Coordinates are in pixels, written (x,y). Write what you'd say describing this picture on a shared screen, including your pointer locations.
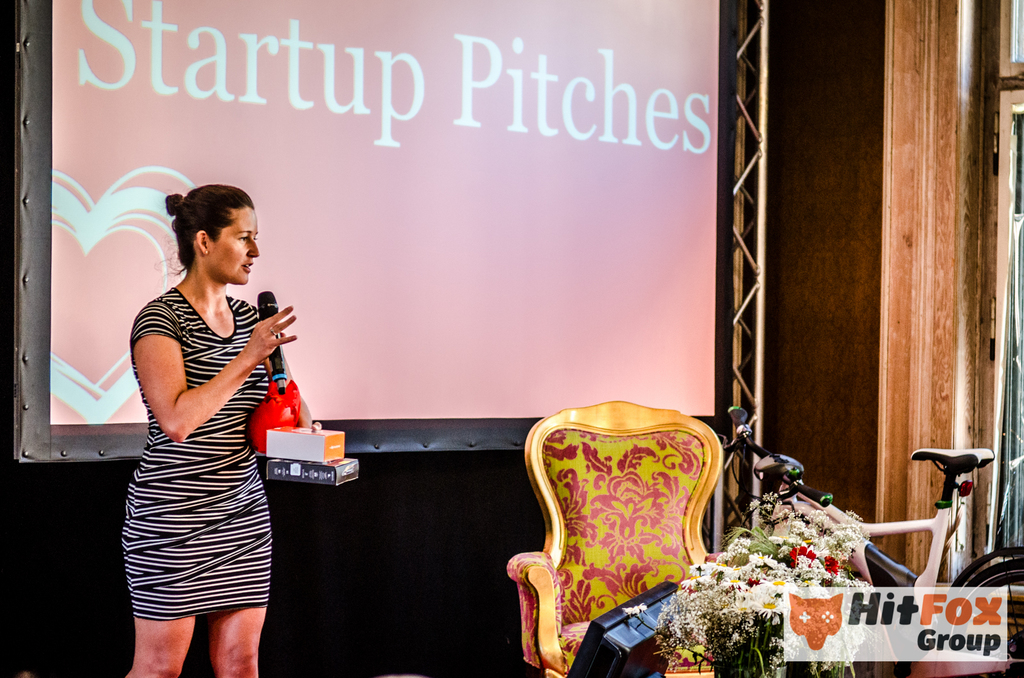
This picture contains a chair (575,527) in front of which we see flower pot (791,583). Beside the chair (628,518), we see bicycle (941,468) and on the left corner of the picture (236,446), we see woman (144,480) in black and white dress (199,513) is holding microphone (283,379) in one of her hands (259,342) and talking on it. On the other hand, she is holding boxes (307,459). Behind her, we see a projector screen (459,174) on which 'startup pitches' are written on it.
